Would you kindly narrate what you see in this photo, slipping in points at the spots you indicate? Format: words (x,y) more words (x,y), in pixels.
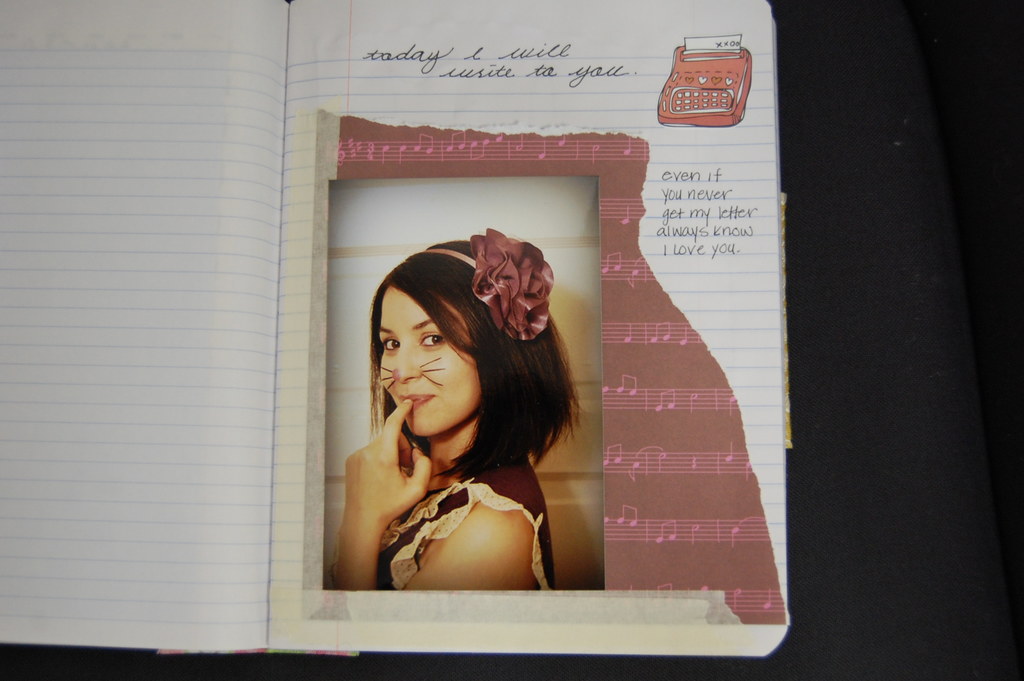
In this image I can see a black colored surface (947,324) and on it I can see a book (99,237) which is white in color and in the book (468,70) I can see a photograph (397,242) of a woman (508,369) wearing white and black dress (476,492) is attached.
